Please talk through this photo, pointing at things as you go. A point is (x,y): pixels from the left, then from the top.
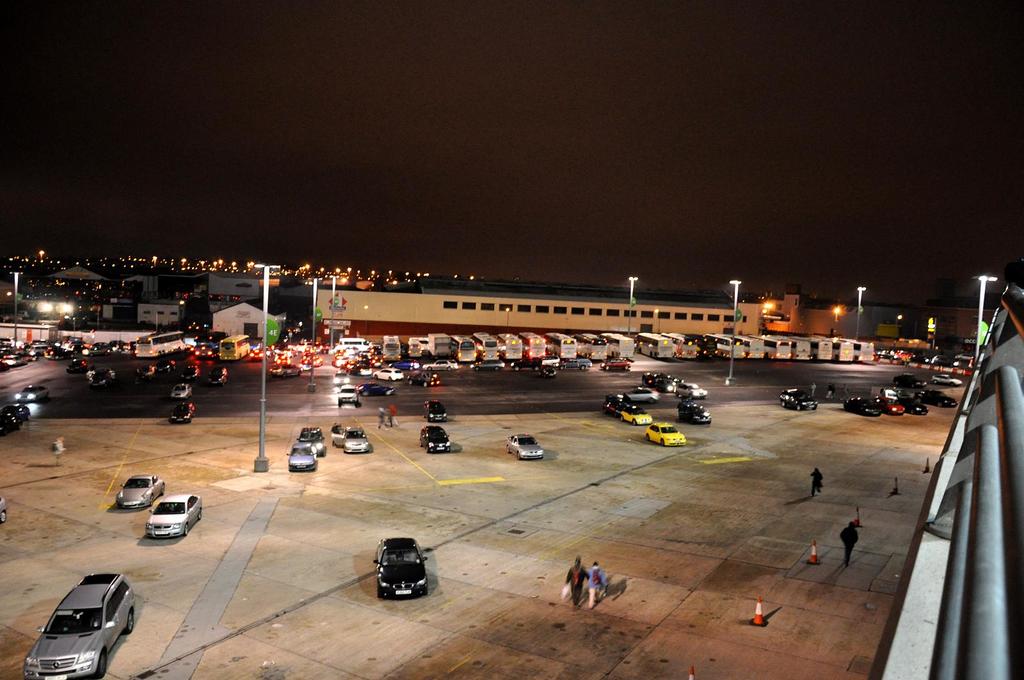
In the picture vehicles (438,450) and people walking on the road (386,469). In the background (394,313) I can see buildings (360,330), street light (262,343), poles (313,366), the sky (409,236) and some other objects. Here I can see traffic cones (759,620).
